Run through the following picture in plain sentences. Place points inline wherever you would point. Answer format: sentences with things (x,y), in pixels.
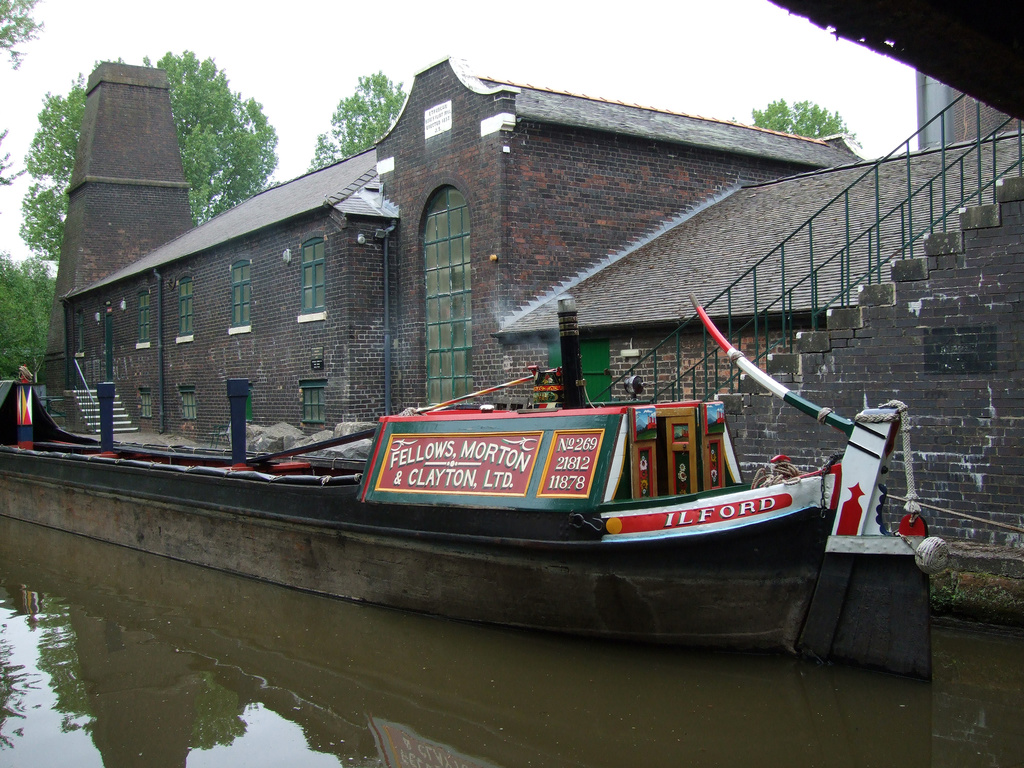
This image is taken outdoors. At the bottom of the image (410,704) there is a canal (167,643) with water (509,656). At the top of the image (574,48) there is a sky (328,42). In the middle of the image (485,331) there is a building (555,279) with walls (292,314), windows (464,294), roofs (1006,159) and a door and there are a few stairs (813,345) and railings (817,283). In the background (75,122) there are a few trees (365,105). On the left side of the image (313,573) there is a boat (359,520) on the canal (142,668) with a text (587,467) on it.
